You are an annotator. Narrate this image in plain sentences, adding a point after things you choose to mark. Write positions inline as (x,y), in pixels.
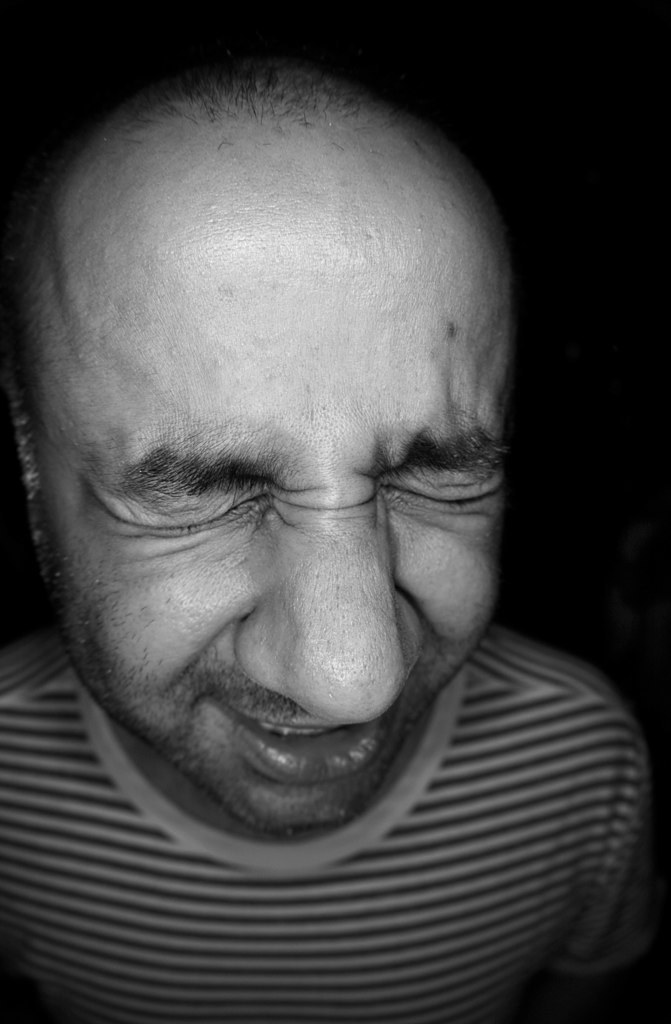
This is a black and white image. In this image we can see a man (576,690).
